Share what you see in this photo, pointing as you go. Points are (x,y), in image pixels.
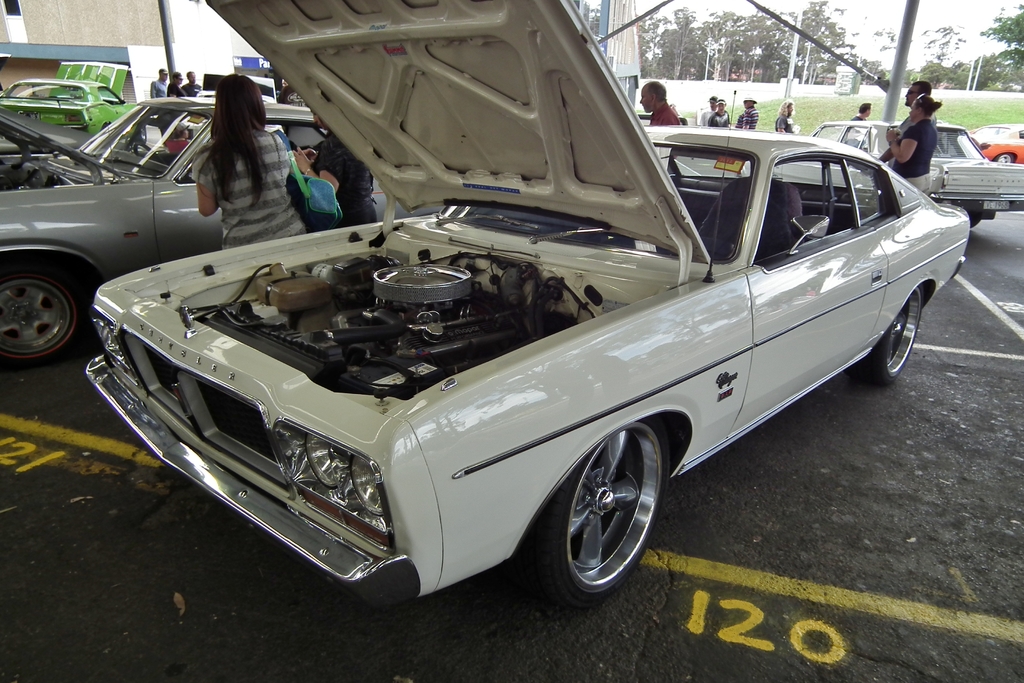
In this image in the front (562,273) there is a car (641,317) which is white in colour and in front of the car (407,301) there are objects (329,317) which are black, silver and white in colour. In the background (231,130) there are cars (291,139), persons (789,110), trees (788,50), poles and there's grass (849,104) on the ground (881,97).
